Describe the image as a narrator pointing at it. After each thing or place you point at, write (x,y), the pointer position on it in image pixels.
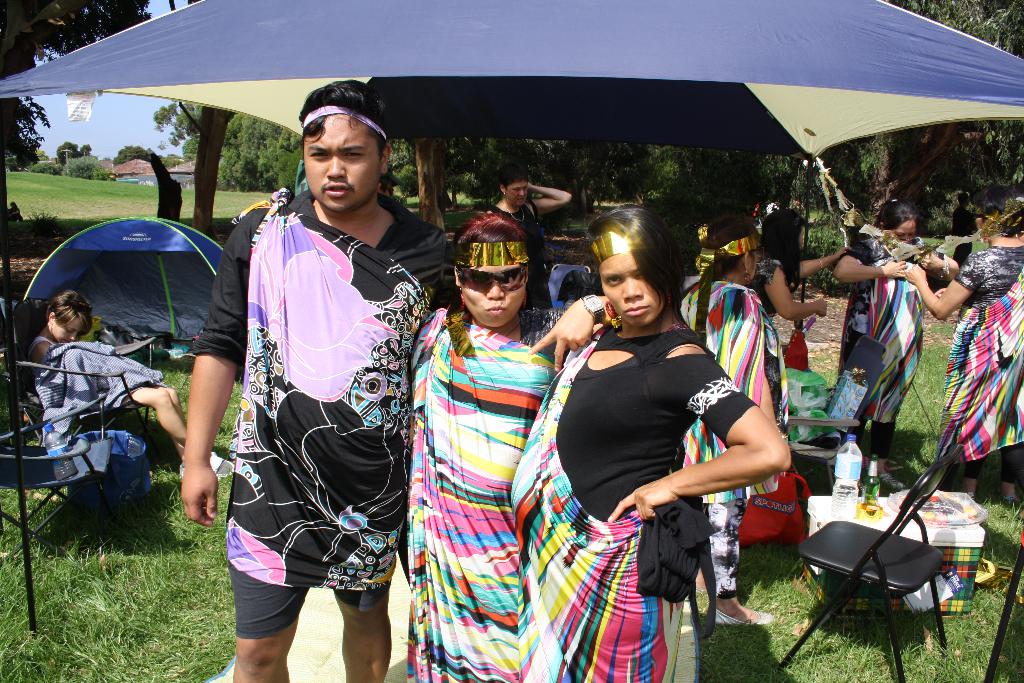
In this image I can see three persons (484,419) wearing black dresses (584,397) and colorful clothes (380,494) are standing. In the background (174,136) I can see few persons (823,305) standing and a person (51,317) sitting, few chairs (823,536), few bottles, some grass (79,545), a tent (299,78), few trees (18,23), few buildings (136,162) and the sky (72,138).
